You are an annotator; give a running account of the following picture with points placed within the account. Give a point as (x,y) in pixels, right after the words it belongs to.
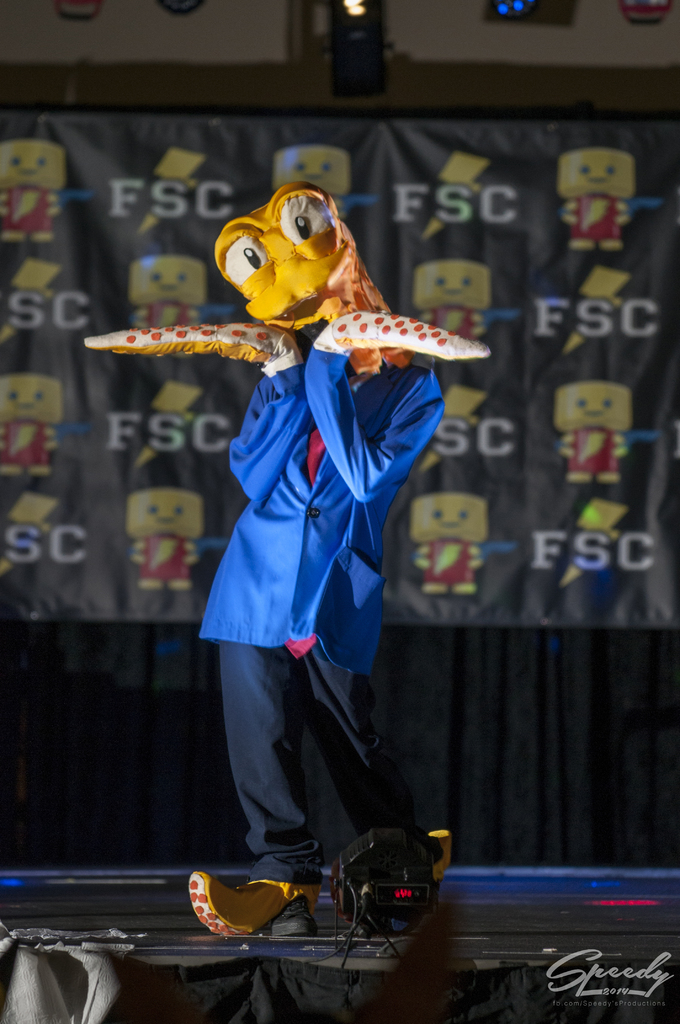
In this image I can see a person (256,659). In the background (233,497) there is a curtain (23,668).
